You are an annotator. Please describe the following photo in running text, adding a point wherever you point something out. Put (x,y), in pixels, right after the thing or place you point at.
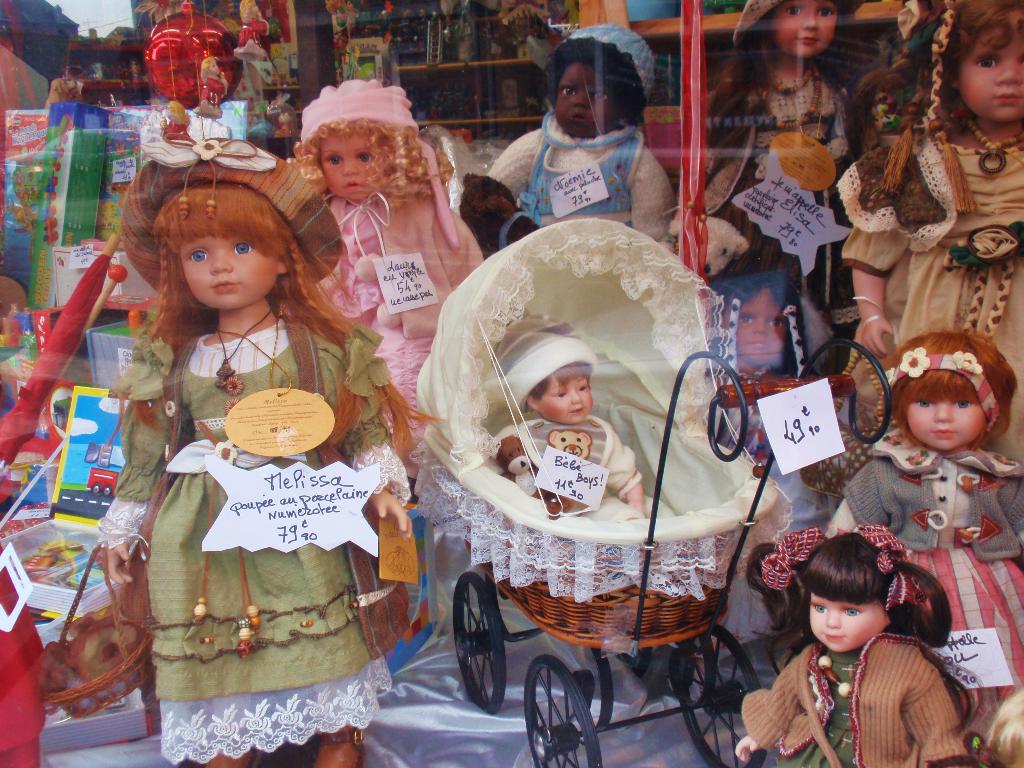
In the image in the center (345,439) we can see few dolls (617,134) in different colorful dresses (366,319). And we can see a pram (645,309), boxes (80,234), umbrella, racks (121,56), banners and few other products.
